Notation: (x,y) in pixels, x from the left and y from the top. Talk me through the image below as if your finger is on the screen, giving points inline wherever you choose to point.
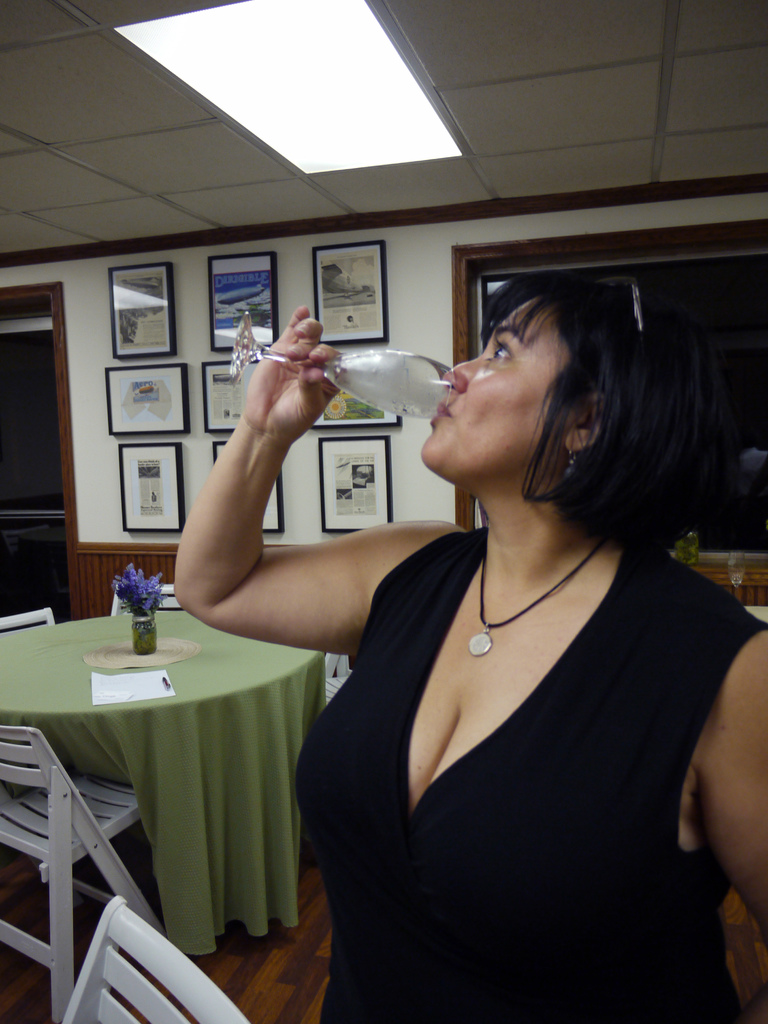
In this image there is a lady (583,475) holding a glass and drinking some drink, there are frames (260,308) attached to the wall (248,250), there are chairs (116,833), a flower vase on the table (155,709), windows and ceiling (180,194).
